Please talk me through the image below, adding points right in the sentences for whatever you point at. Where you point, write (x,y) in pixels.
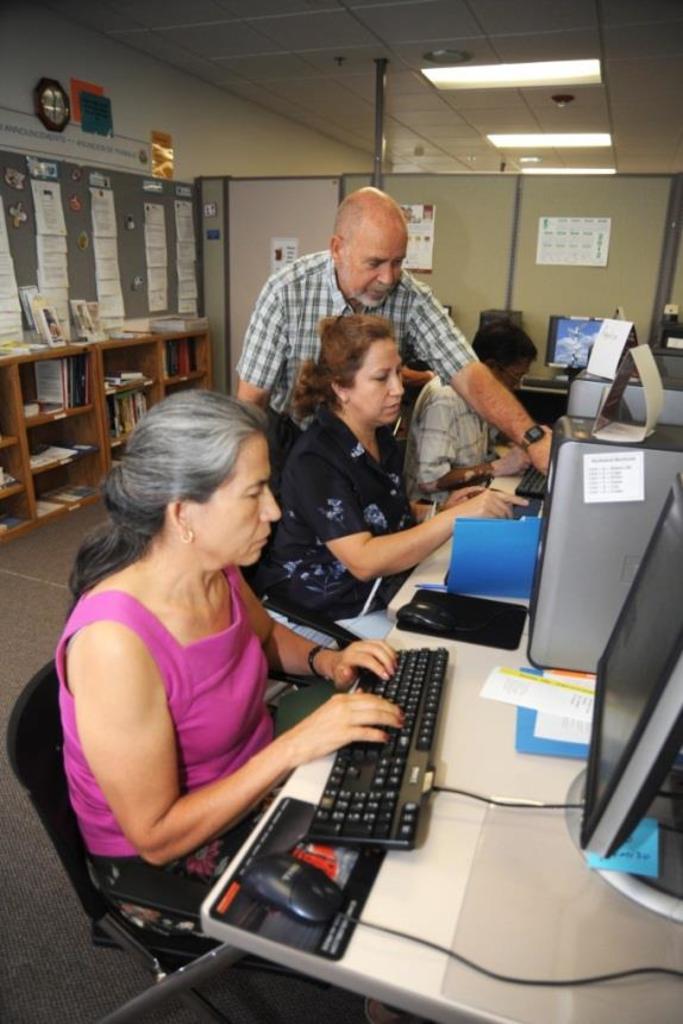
In this image I can see there are three persons (164,917) sitting on the chair (145,934) in front of the table (569,793), on the table (572,773) I can see computers (637,582) and keypad (365,804) and mouse (436,616) kept on it and I can see a person (399,217) standing in front of the table (437,582), on the left side (14,419) I can see rack (158,341), in the rack (6,410) I can see books (175,341) and I can see the wall (121,91) and a clock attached to the wall (211,163) on the left side (55,87).
